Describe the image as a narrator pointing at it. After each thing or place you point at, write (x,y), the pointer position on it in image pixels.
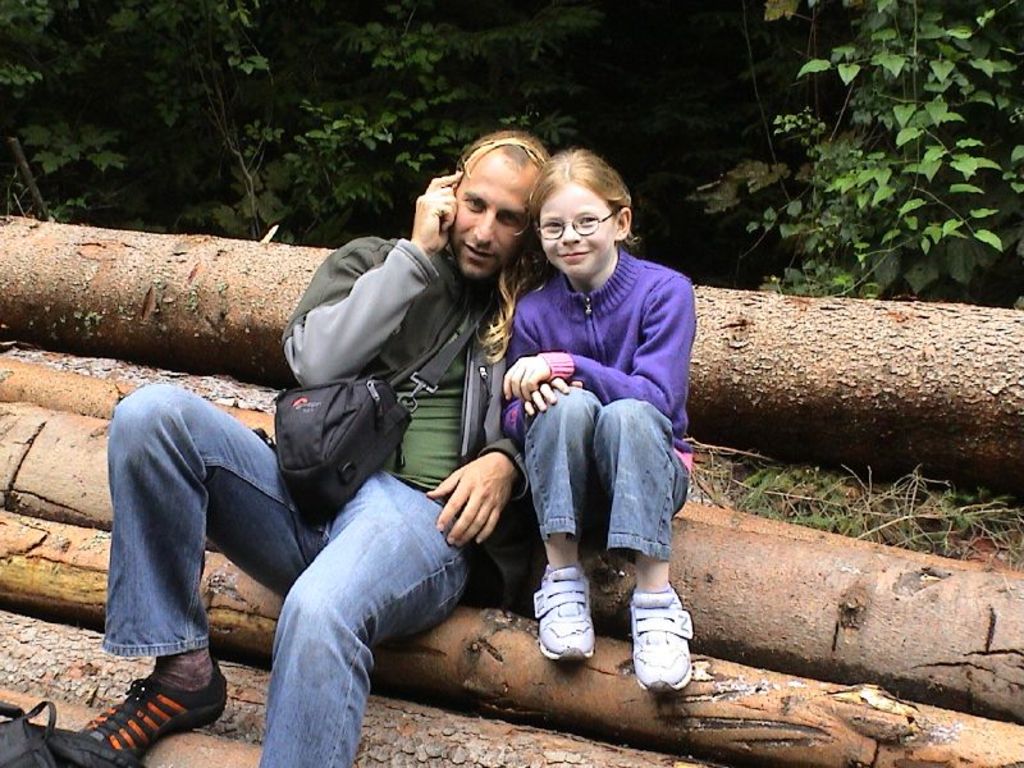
In the image we can see a man (237,422) and a girl (591,383) are wearing clothes (504,394) and shoes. They are sitting on the wooden log (689,586), the girl (600,419) is wearing spectacles (589,230). This is a grass (856,495) and a plant (678,125).
